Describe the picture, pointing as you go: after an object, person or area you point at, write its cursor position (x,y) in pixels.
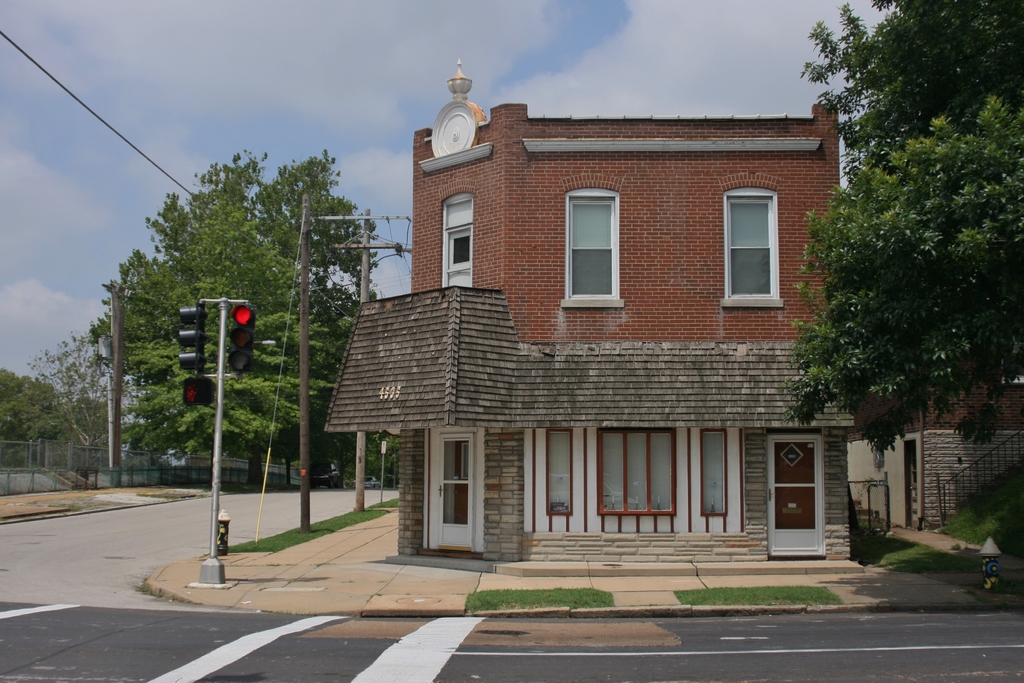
In the center of the image (375,301) there is a house (356,362). In the background of the image (130,434) there is a tree (143,421). There is fencing (167,463). There is a traffic signal (237,308). At the bottom of the image (637,638) there is a road (927,626). To the right side of the image (890,34) there is a tree (1003,204).
